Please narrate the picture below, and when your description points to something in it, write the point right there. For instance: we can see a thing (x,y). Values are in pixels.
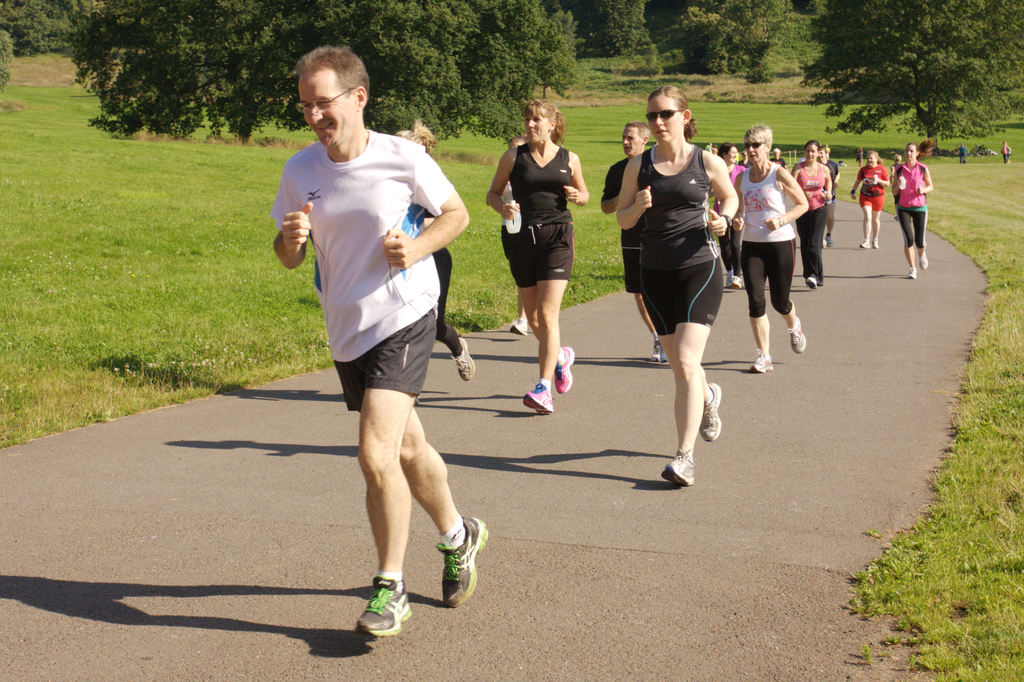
In this image we can see people (421,454) running on the road (546,515). In the background (263,160) there are trees (987,95) and we can see grass (972,462).
